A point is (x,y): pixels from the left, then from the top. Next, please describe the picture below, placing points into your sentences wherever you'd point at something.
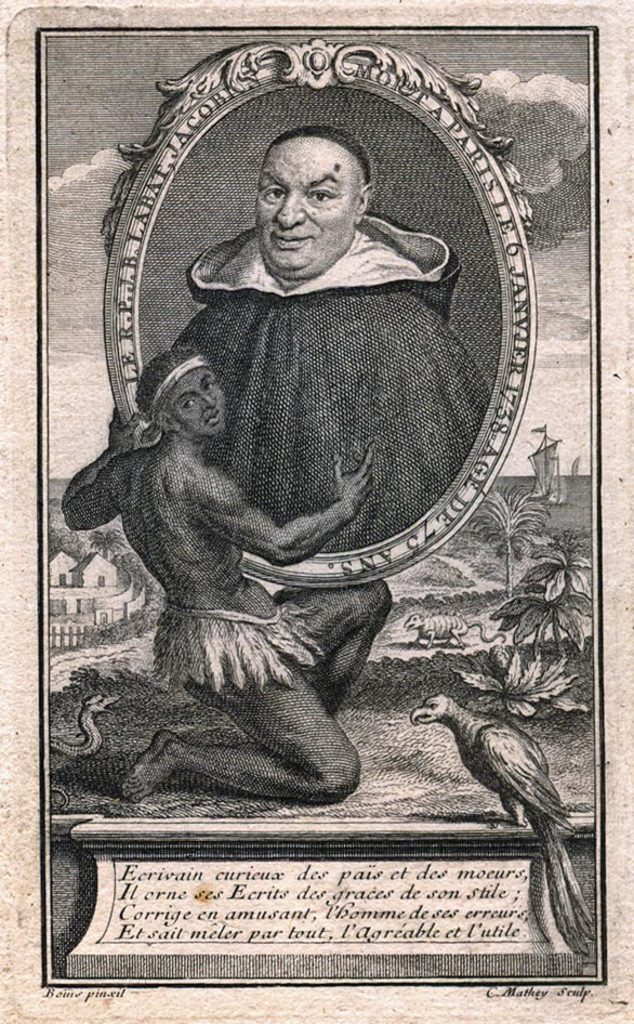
In the image there is a paper (562,732). At the bottom of the paper (565,857) there is an object (143,896) with text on it. Above the object (170,845) there is a man (212,556) holding a frame (345,366) in his hands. In that frame (279,568) there is an image of a man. And in the image there is a bird (509,752), snake (88,703) and another animal (440,620). And also there are trees (536,559) and also buildings (106,596). There is sky (89,221) with clouds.
